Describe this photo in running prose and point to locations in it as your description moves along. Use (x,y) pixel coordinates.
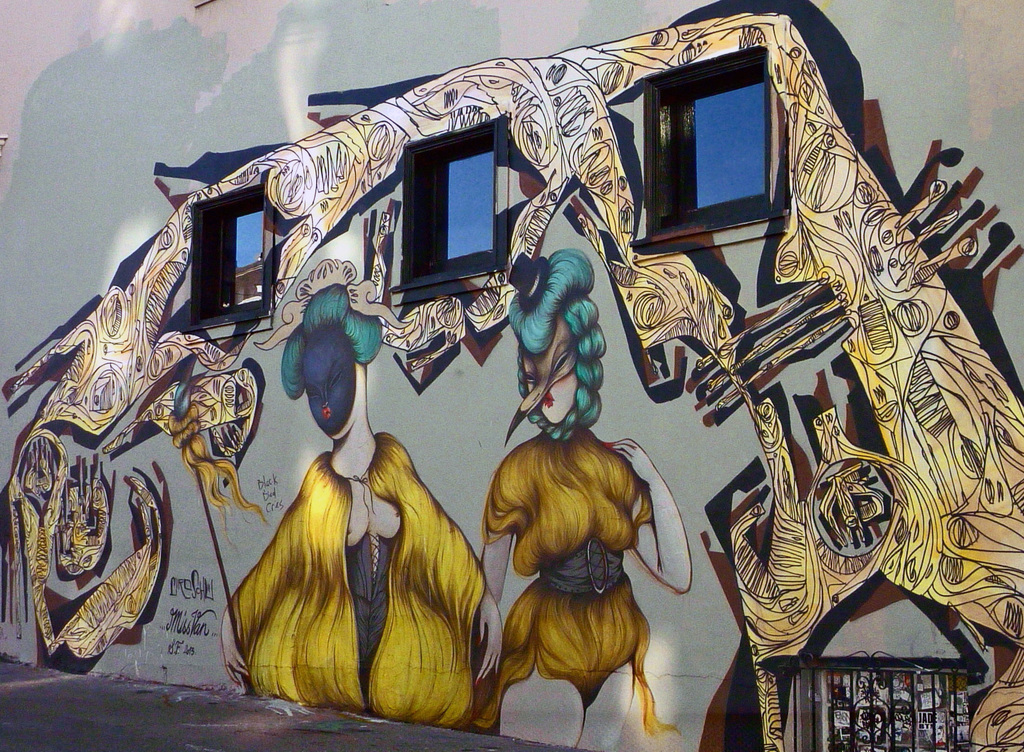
In this image I can see wall paintings (472,298) on a wall (605,469), windows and a door (907,735). This image is taken may be during a day.
